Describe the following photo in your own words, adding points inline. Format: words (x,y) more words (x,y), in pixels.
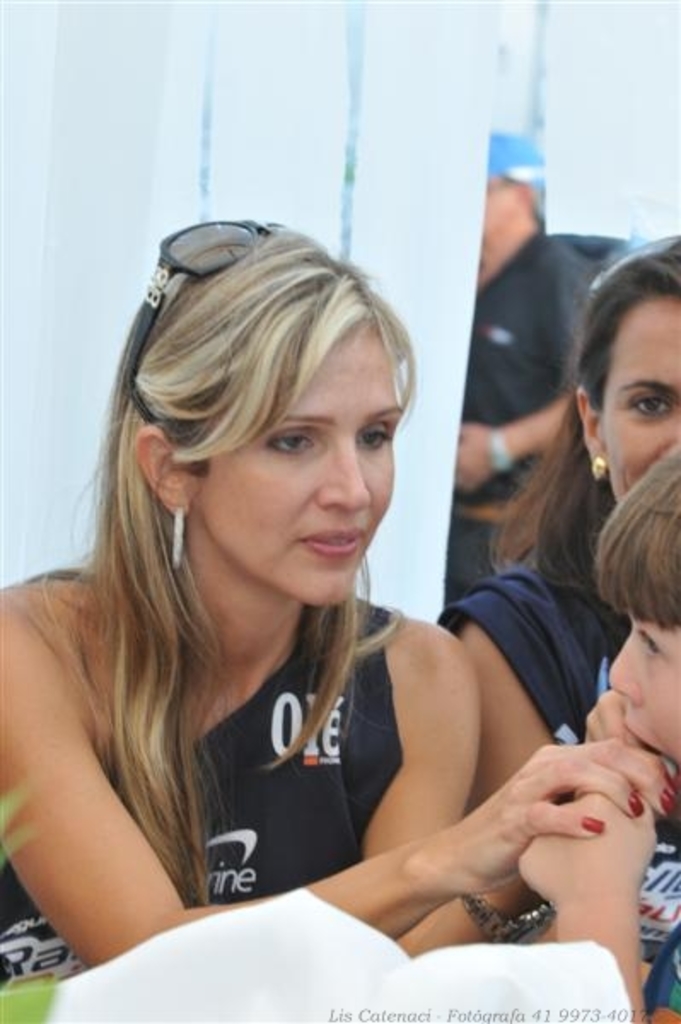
In this image we can see people (327,580) and white objects (482,154). At the bottom of the image (330,1011) there is a watermark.
